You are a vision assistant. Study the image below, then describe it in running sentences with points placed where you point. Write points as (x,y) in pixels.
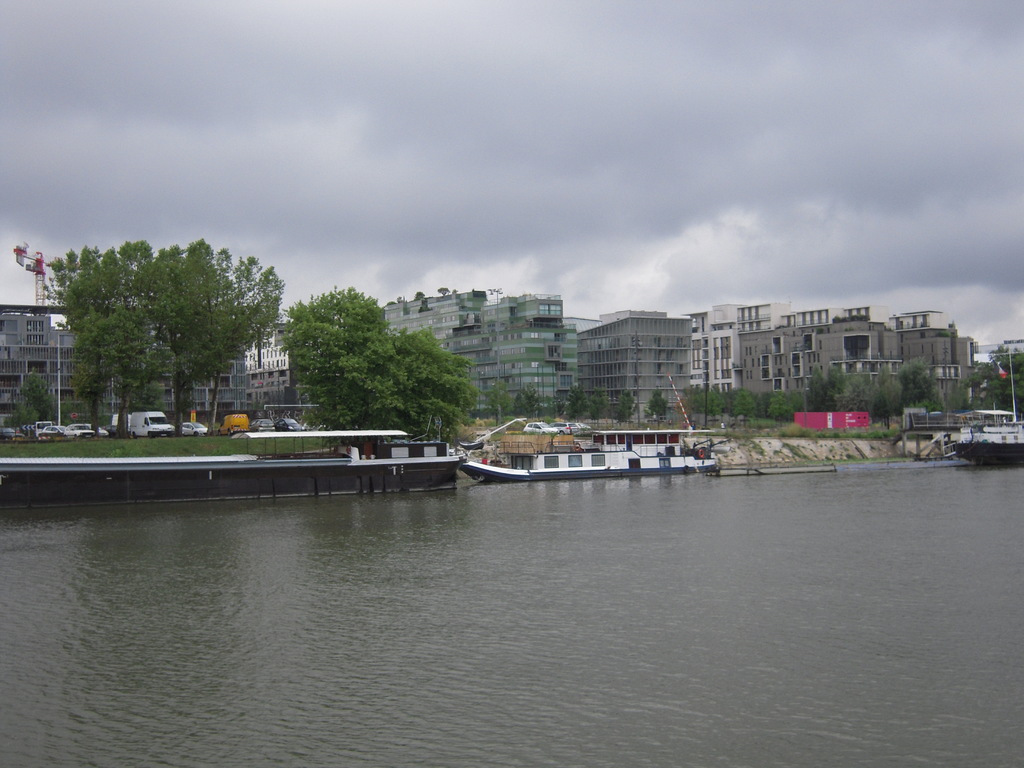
This is the picture of a city (562,357). There are buildings (631,323), trees (400,399) and there are vehicles (4,439). On the left side of the image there is a crane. In the foreground (451,653) there are boats (16,485) on the water (738,562) and there is a flag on the boat (985,462). At the top (842,121) sky (688,105) is cloudy. At the bottom (607,577) there is water (484,615).
